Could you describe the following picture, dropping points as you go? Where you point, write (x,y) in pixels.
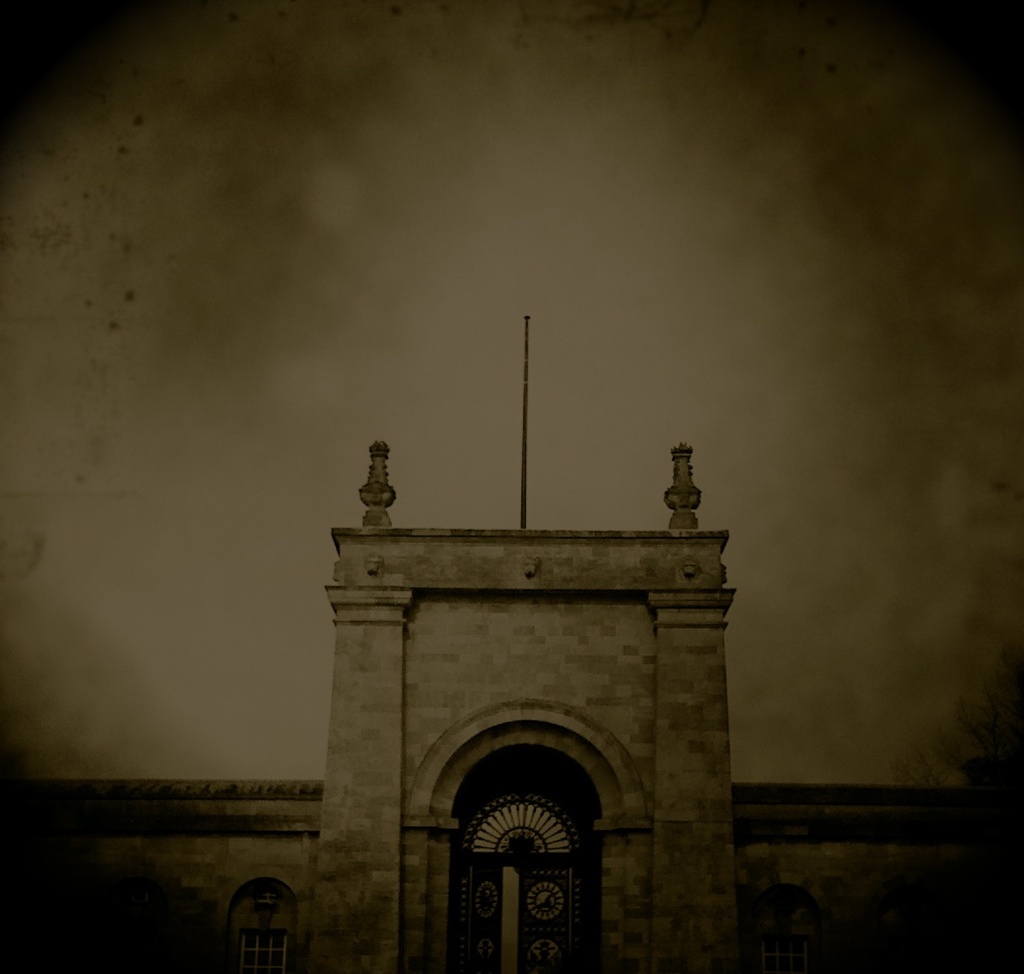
In the center of the image (559,597) we can see one building (538,799). In the background (190,580), we can see it is blurred.
